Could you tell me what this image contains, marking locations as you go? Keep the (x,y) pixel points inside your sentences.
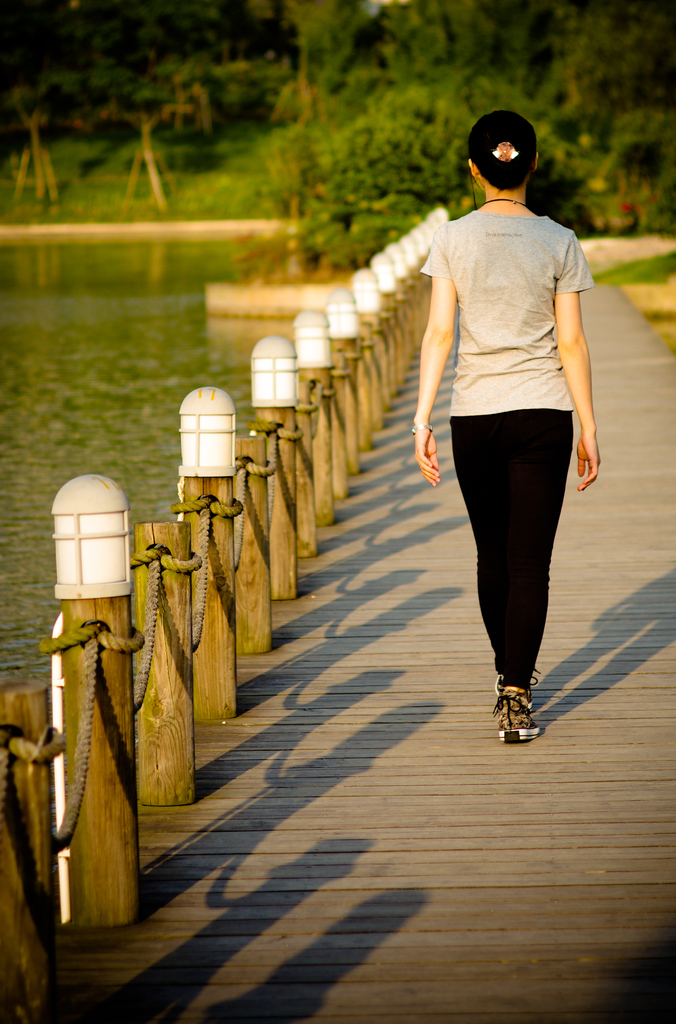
In the foreground of this image (504,740), there is a woman (504,702) walking on the bridge (367,661). In the background (404,304), there is railing (357,392), water (181,267) and the trees (390,76).
